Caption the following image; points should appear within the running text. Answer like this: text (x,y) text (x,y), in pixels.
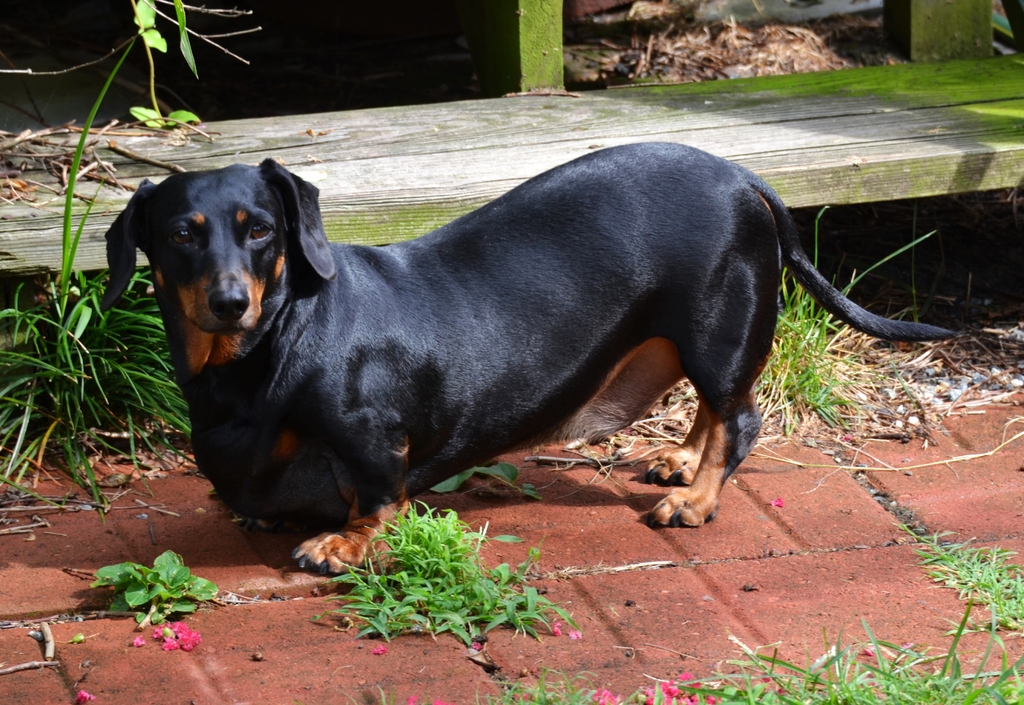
In this image I can see a dog (293,224) which is in black color, background (560,138) I can see a bench (561,124), and plants (368,585) in green color.
